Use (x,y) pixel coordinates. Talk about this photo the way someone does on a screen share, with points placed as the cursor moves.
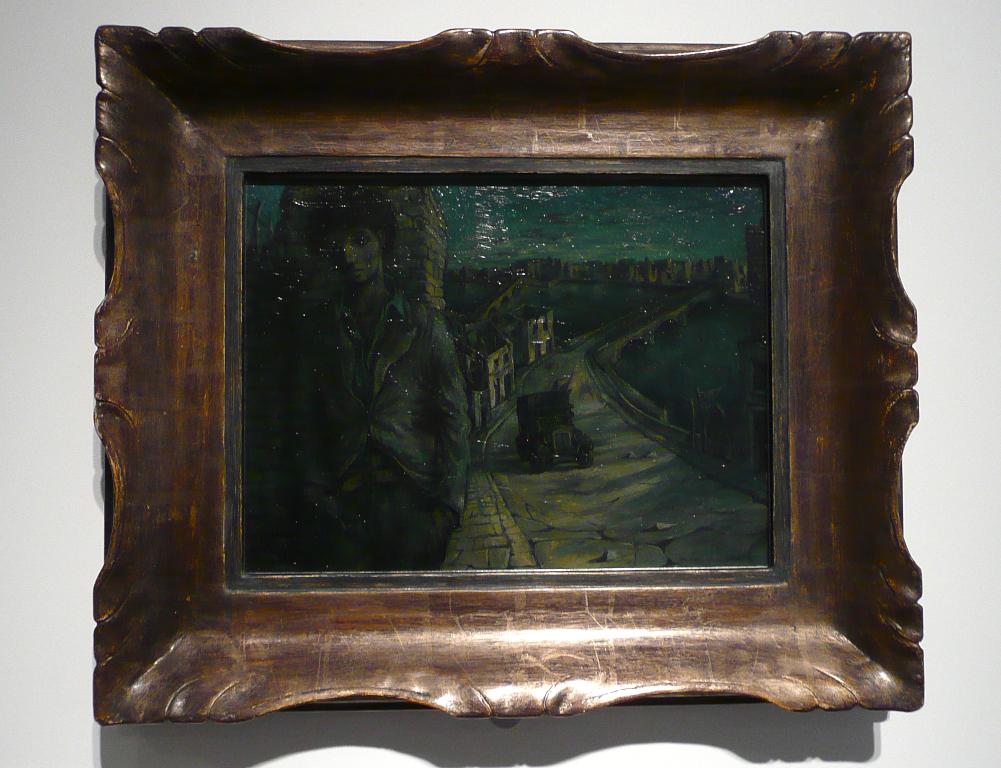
In this image there is a photo frame (487,387) on the wall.
